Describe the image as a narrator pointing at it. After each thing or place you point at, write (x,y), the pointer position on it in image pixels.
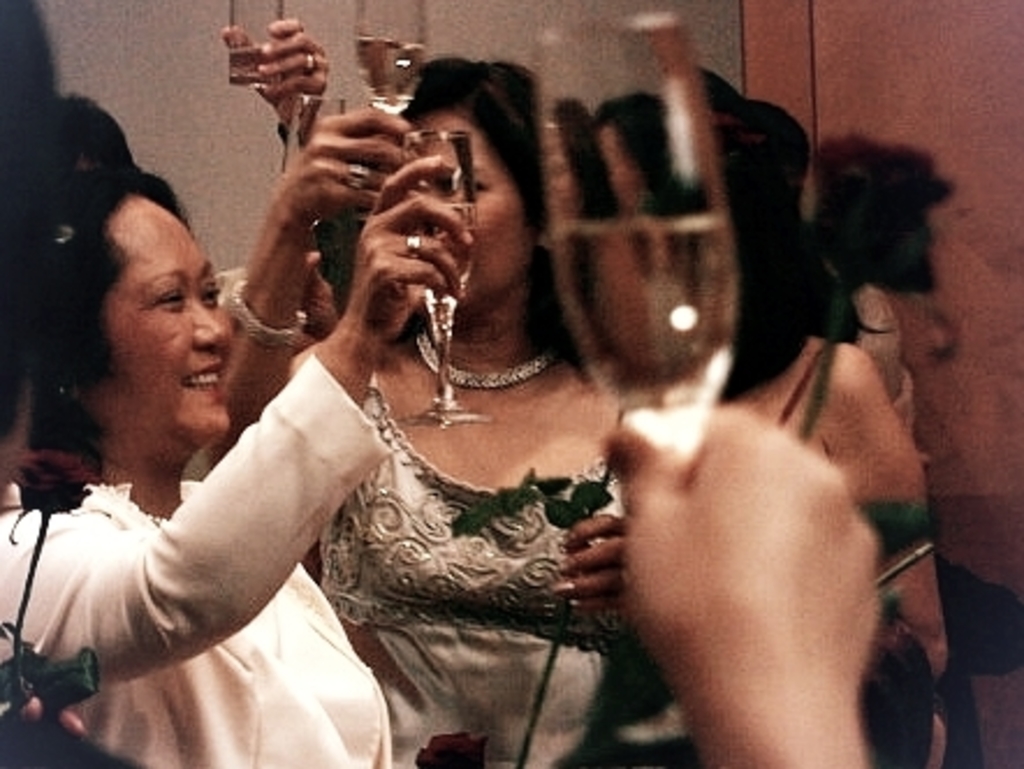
This picture shows some women (279,439) smiling and holding glasses (384,78) in their hands (717,499) and in the background (138,144) there is a wall (166,127).
